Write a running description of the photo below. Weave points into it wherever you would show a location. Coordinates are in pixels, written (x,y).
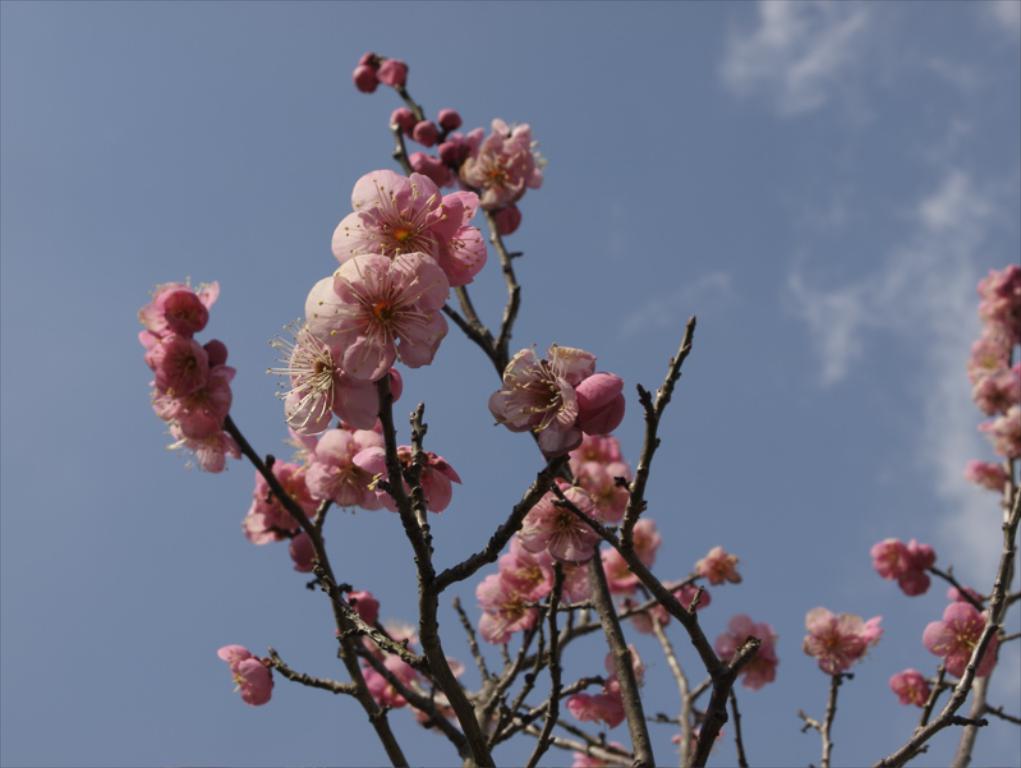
In this image we can see there are flowers (565,600) to the tree (391,444) and the sky (664,169).
